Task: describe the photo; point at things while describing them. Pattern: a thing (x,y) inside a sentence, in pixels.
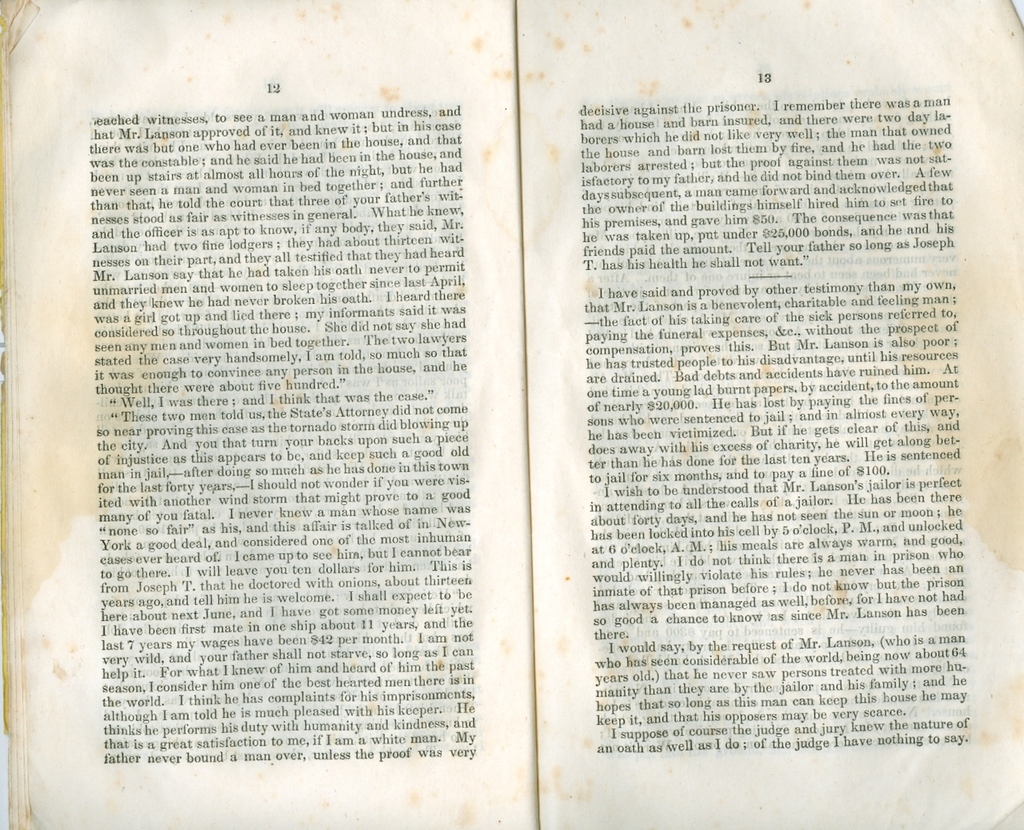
In this image we can see two pages (470,301) of an old book (488,145), with some sentences (809,210), and numbers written on it.
